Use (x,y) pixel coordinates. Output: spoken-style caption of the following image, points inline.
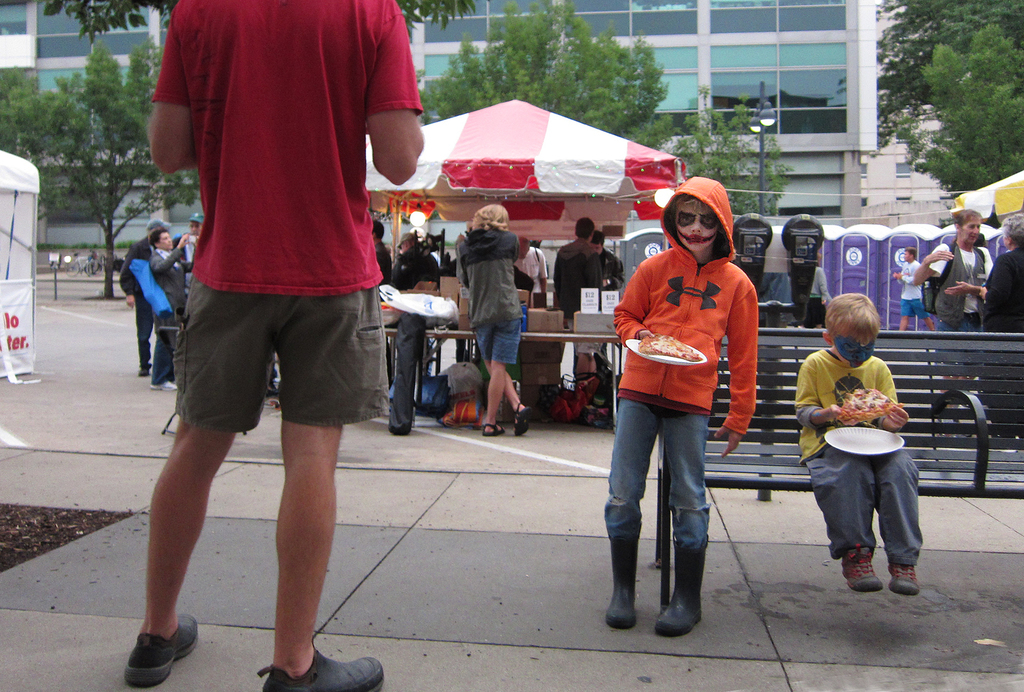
There is some party going on, a kid (806,403) is sitting on a bench (975,439) and eating food (857,405) and beside him a boy (671,328) is holding a pizza slice plate (652,355) in his hand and he is wearing a Halloween makeup (699,238) and behind these two children (748,399) there are a lot of people (966,295) standing around the stalls (490,199) and behind the stalls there are few trees (1007,106) and in the background (614,25) there is a big building (780,128).
